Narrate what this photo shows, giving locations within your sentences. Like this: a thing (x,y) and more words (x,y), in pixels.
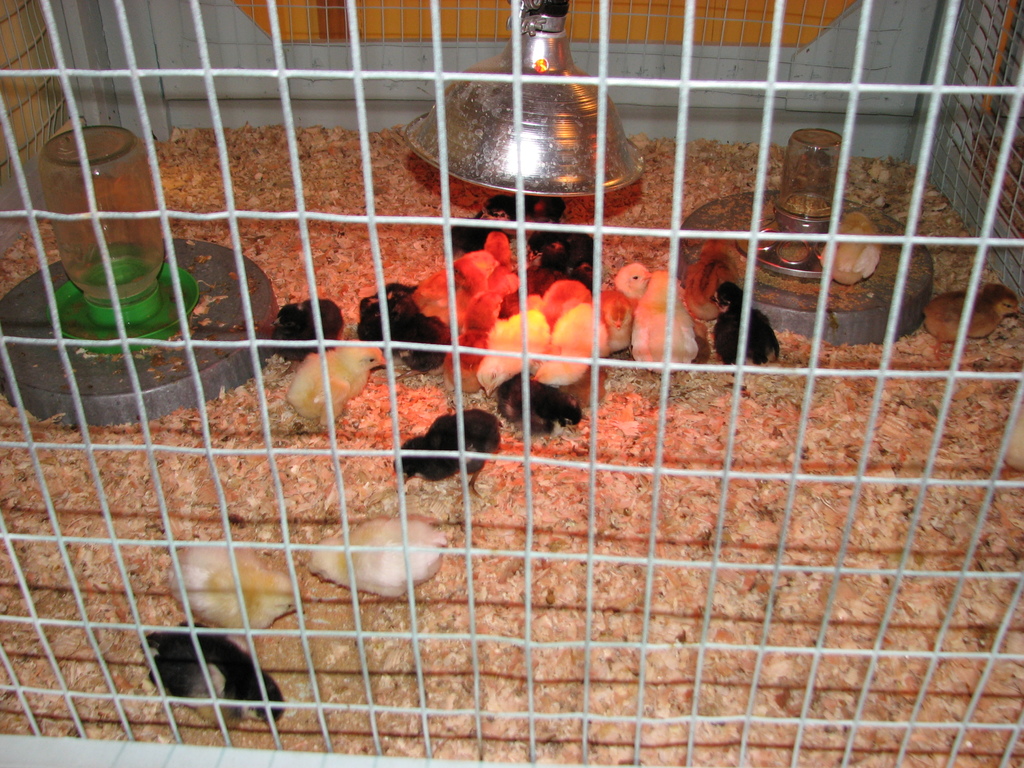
In this image, we can see some chicks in a cage (994,111) and there are some objects (101,319) in the cage (142,213).
